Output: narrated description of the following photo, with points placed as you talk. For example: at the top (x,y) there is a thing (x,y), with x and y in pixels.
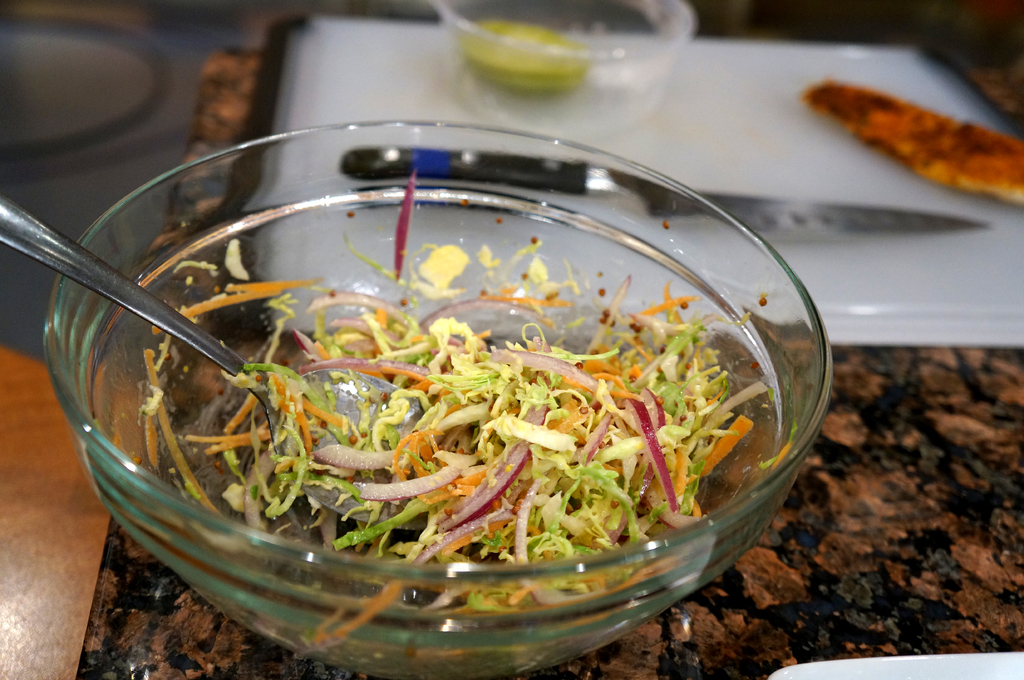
In this image I can see a glass bowl (303,248) and in it I can see food (393,440) and a spoon (377,387). In the background (316,64) I can see white colour thing (871,250) and on it I can see a knife (405,162) and few other things (918,158). I can also see this image is little bit blurry from background (11,16).
